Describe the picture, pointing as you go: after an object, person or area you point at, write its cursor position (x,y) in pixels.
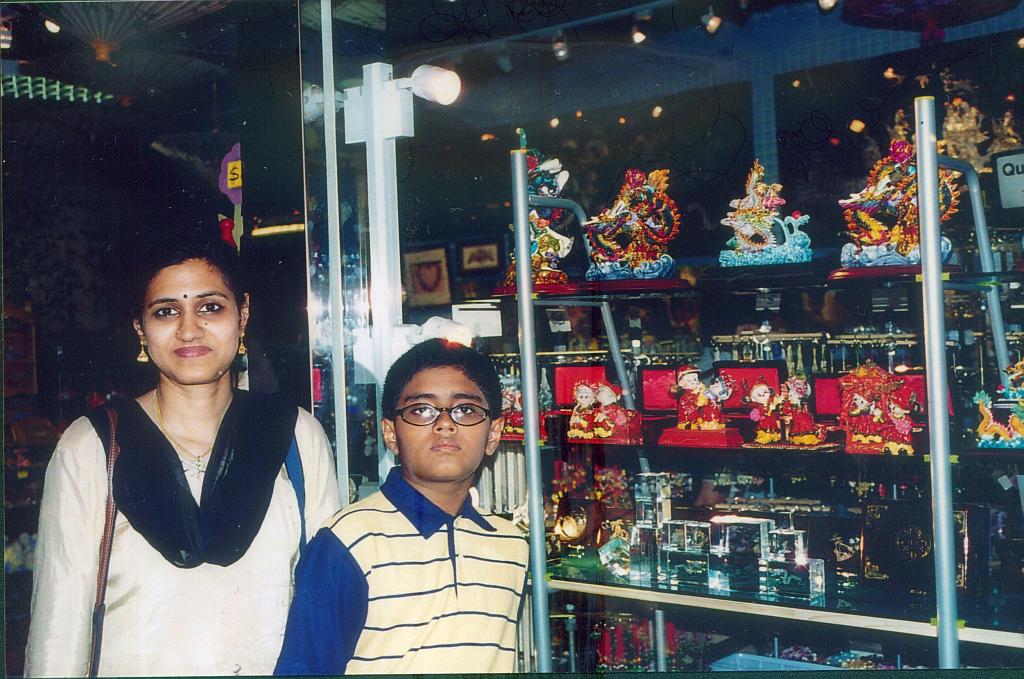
In this image there is one woman (203,500) and one boy (425,552) standing and on the right side (794,380) there is a glass box (577,337). In the box (825,237) there are some statues (727,256) and some toys (596,435) and there is one pole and light (433,94), and in the background (175,124) there is a wall (253,105) and some objects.
